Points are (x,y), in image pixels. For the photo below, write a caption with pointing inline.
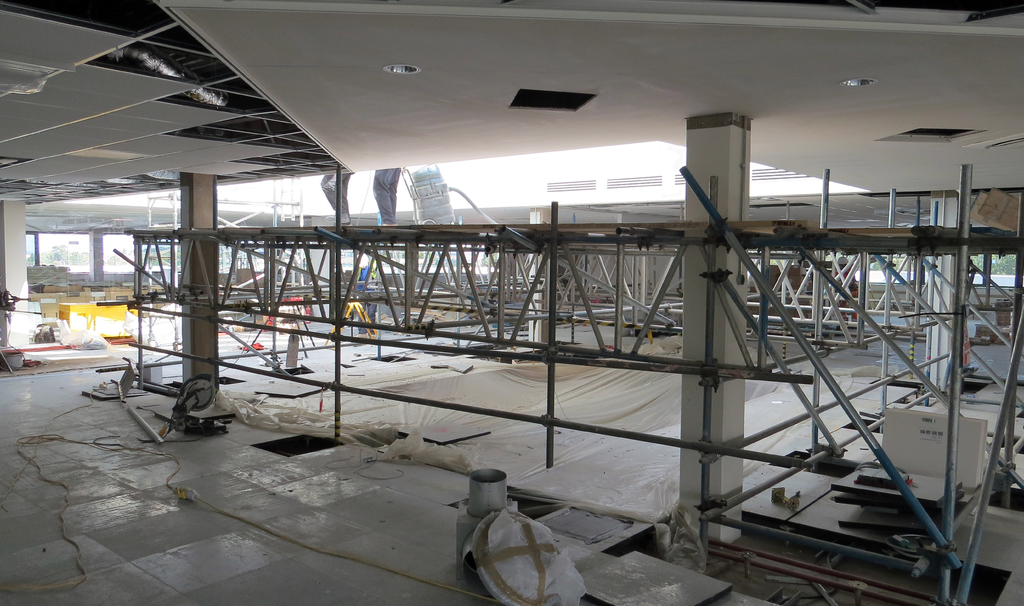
In this image I can see a building (143,135) under construction. There are many metal rods (834,299) and pillars (203,291) are placed on the floor (344,481). On the left side (73,303), I can see few boxes (94,293) placed on the floor (69,373). In the middle of the image (385,213) I can see two persons (332,204) are standing on the stand (382,230) which is made up of metal rods (322,267).
